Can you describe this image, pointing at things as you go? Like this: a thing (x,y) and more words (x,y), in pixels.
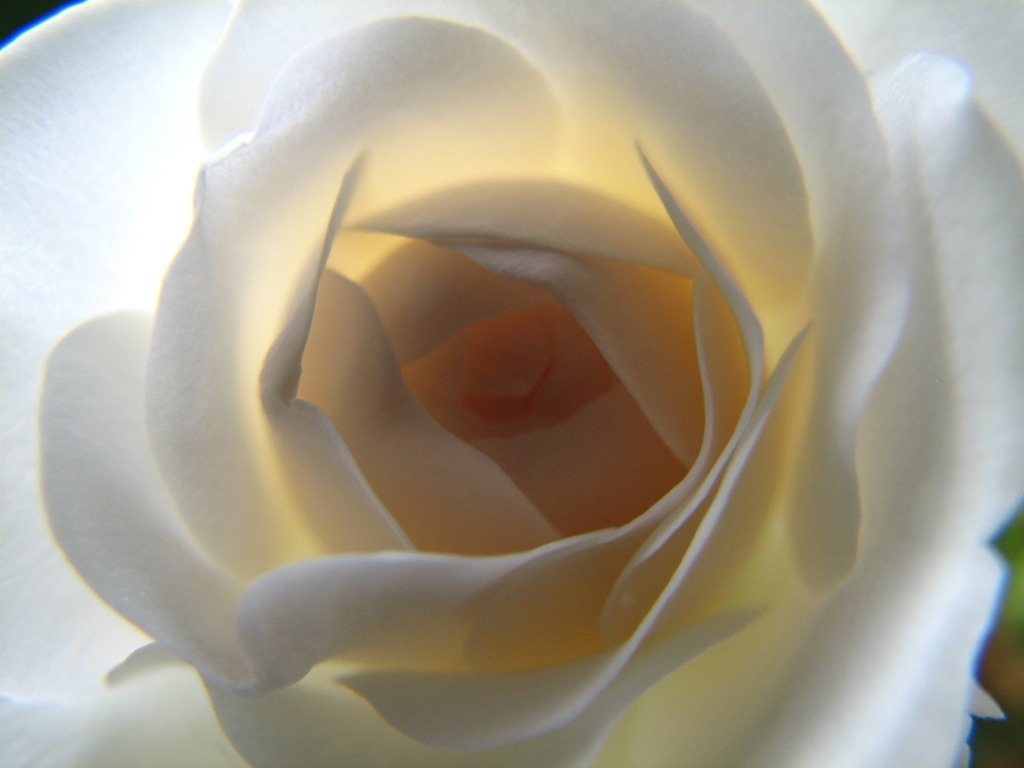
In this image there is a beautiful white rose (487,209).
